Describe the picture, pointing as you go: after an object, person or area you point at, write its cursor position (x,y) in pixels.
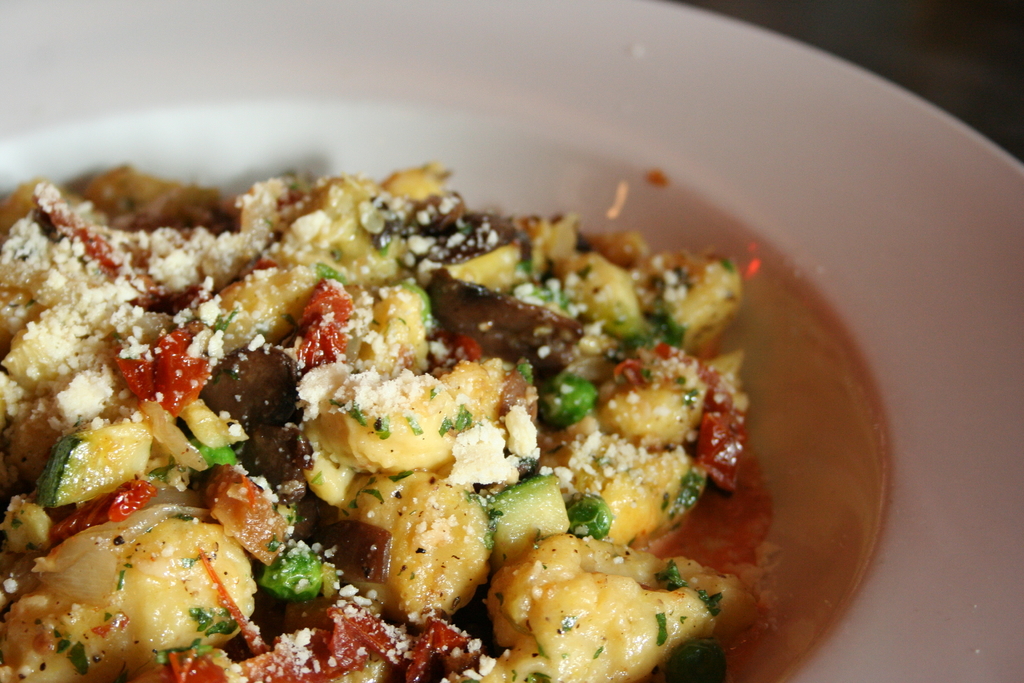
In the center of this picture (512,401) we can see a white color plate (535,89) containing some food items (280,466).
